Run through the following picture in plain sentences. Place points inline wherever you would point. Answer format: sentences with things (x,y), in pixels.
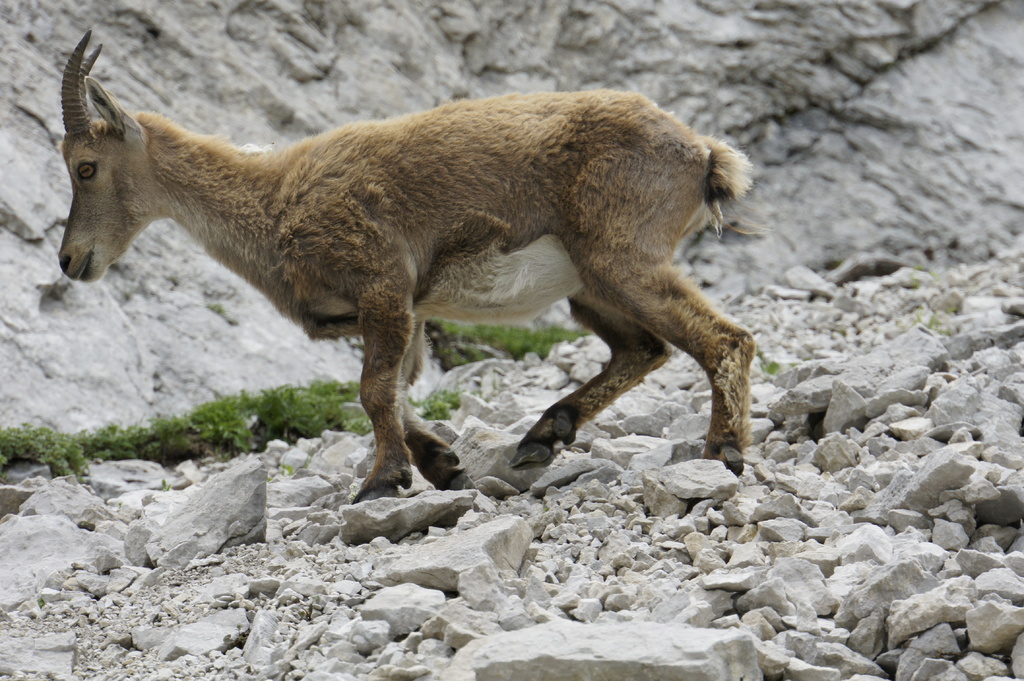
In the picture we can see an animal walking on the rock surface (161,616), just beside it, we can see some grass (51,448) and rock wall (276,102).
